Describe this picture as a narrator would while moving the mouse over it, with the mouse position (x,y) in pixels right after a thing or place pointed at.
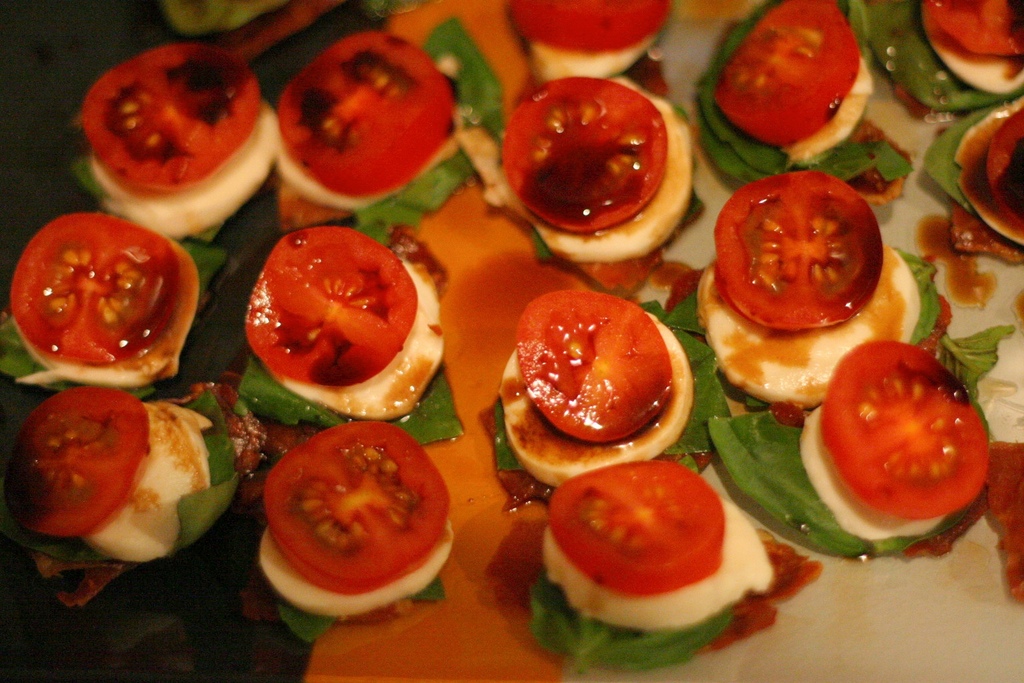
In the image we can see a plate (920,607), in the plate (495,486) there is a food item (211,268). These are the slices (904,413) of tomato (778,236) and this are the leaves (753,447).
